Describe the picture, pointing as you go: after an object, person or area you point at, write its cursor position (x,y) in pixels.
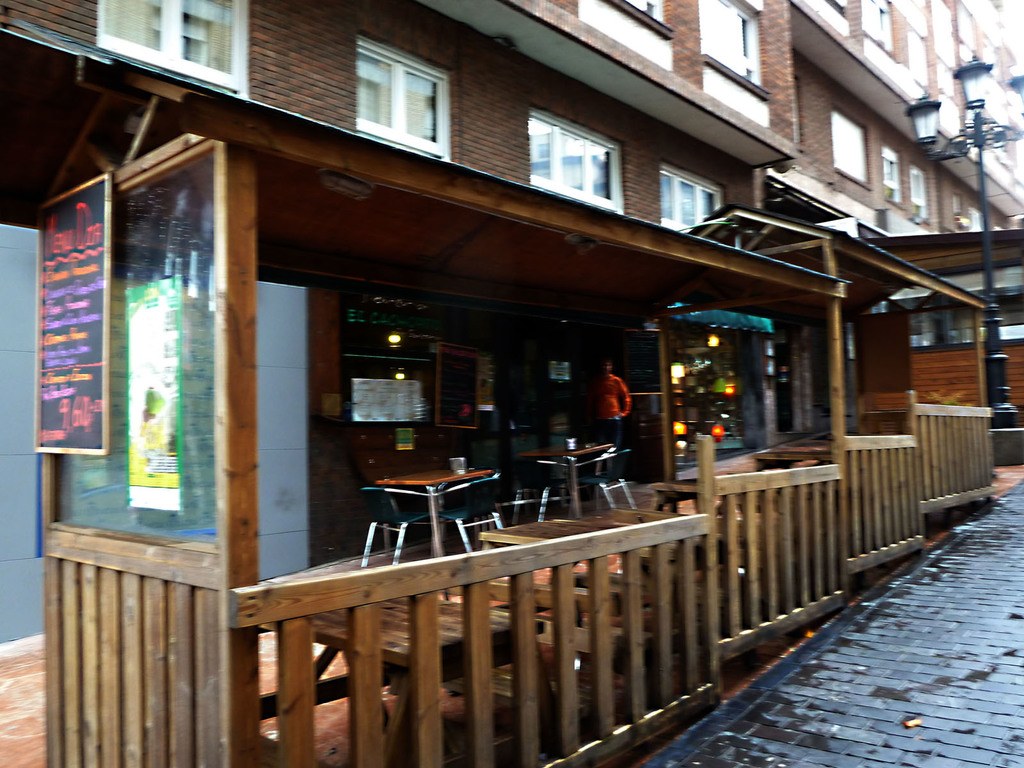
In the given image i can see a building (585,120) with windows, light pole (985,235), wooden fence (301,723), table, chair (605,478), lights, person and glass board (201,315).
